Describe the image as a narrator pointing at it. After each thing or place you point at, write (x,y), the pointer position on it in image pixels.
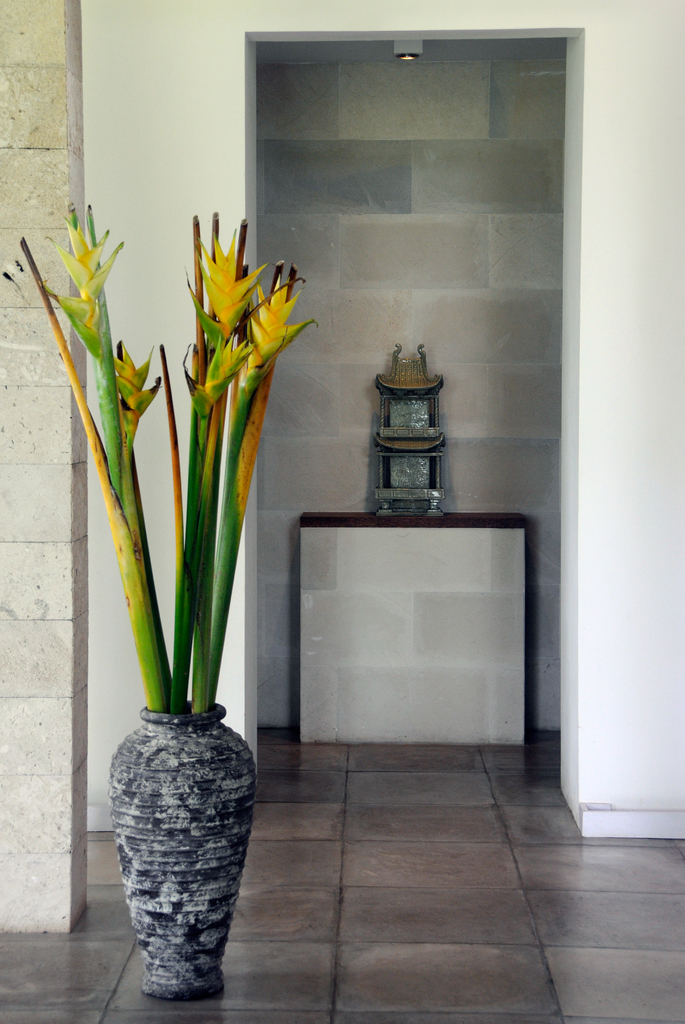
In this picture I can see an object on the pedestal (402,661). I can see a flower vase (130,811), and in the background (606,329) there are walls (451,97).
